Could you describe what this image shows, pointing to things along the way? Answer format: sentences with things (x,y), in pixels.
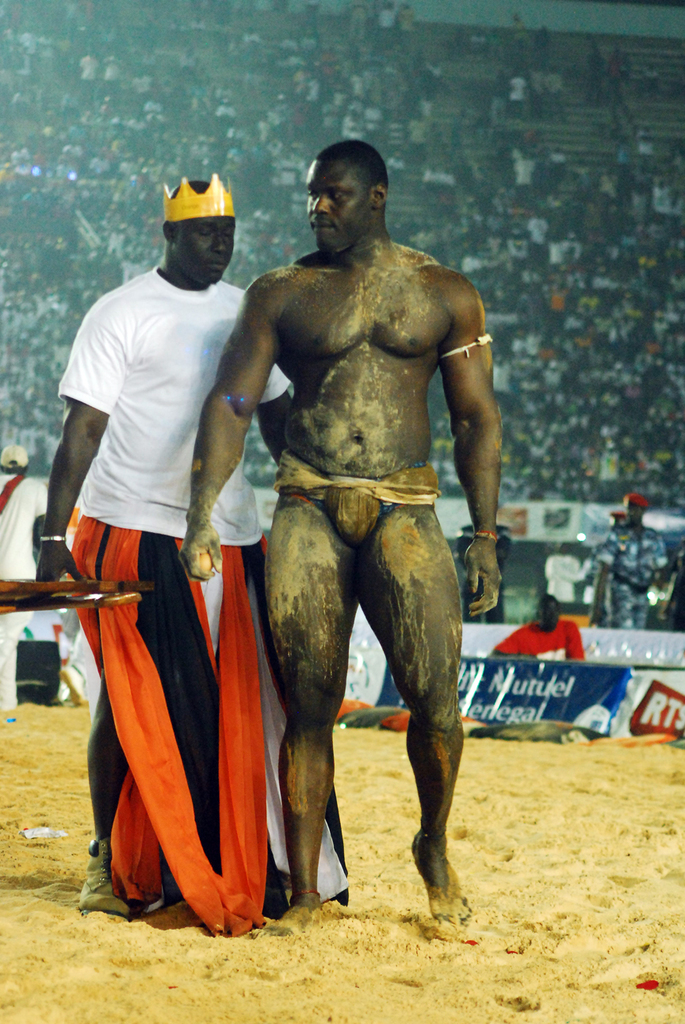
In this image I can see two persons (104,753) are standing in the front (142,487). I can see the left one (142,552) is wearing white colour t shirt (122,375) and I can also see a yellow colour crown (198,205) on his head (216,233). In the background (577,647) I can see few boards (595,665) and many people (613,553).
